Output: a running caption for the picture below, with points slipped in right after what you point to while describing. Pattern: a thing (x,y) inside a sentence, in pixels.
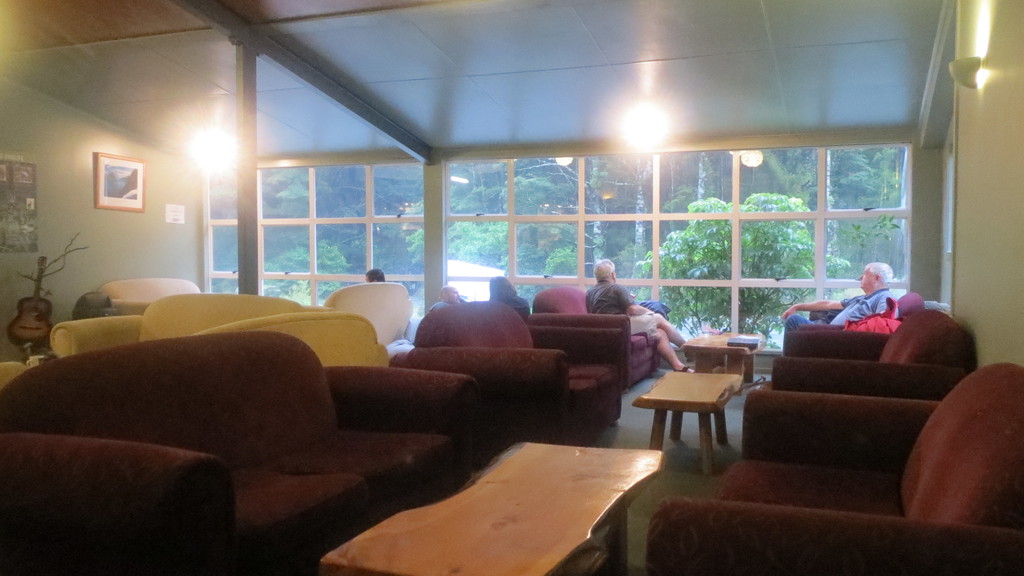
In this picture we can see some persons (845,319) are sitting on the sofas (592,407). There are tables (611,459). This is wall (129,235) and there is a frame (144,189). This is light (211,132). Here we can see some trees (649,196) and this is glass (805,239).
